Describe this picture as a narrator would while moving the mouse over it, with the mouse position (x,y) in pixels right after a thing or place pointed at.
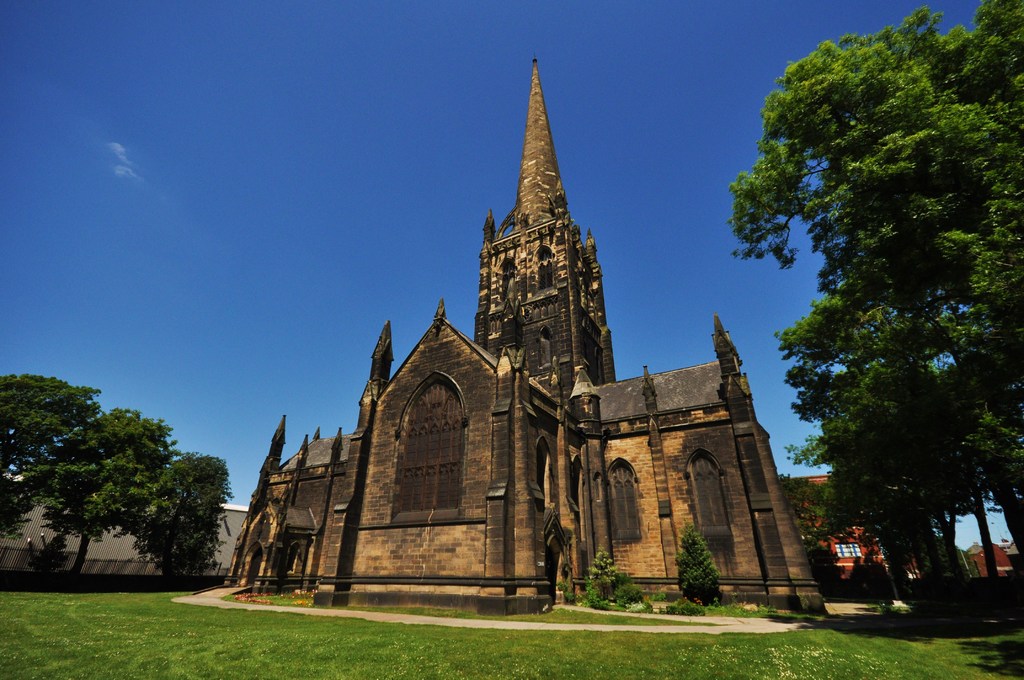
In this image there is the sky (304,189) towards the top of the image (299,144), there are buildings (592,477), there are trees (907,229) towards the right of the image (882,288), there are trees (90,480) towards the left of the image (122,486), there are plants (697,588), there is grass (584,655) towards the bottom of the image (247,646).
